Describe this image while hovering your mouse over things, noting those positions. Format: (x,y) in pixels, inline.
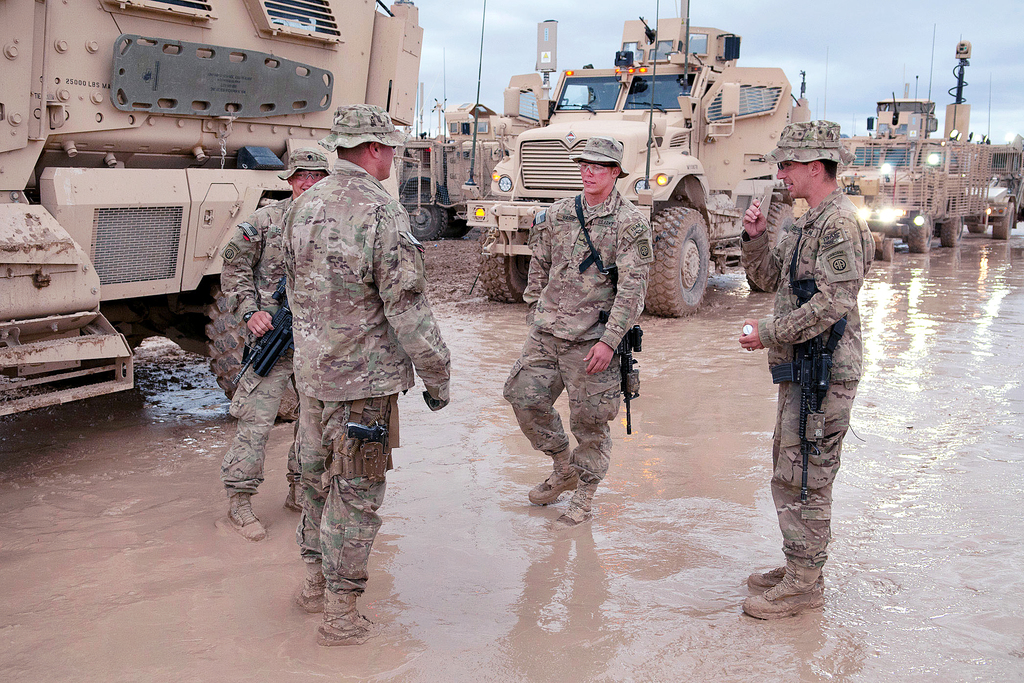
In this image we can see a few people (576,311) standing on the ground (743,353) and holding guns (360,425) and some objects (745,335) and in the background (501,270) there are few vehicles (654,96) and sky (906,60).
